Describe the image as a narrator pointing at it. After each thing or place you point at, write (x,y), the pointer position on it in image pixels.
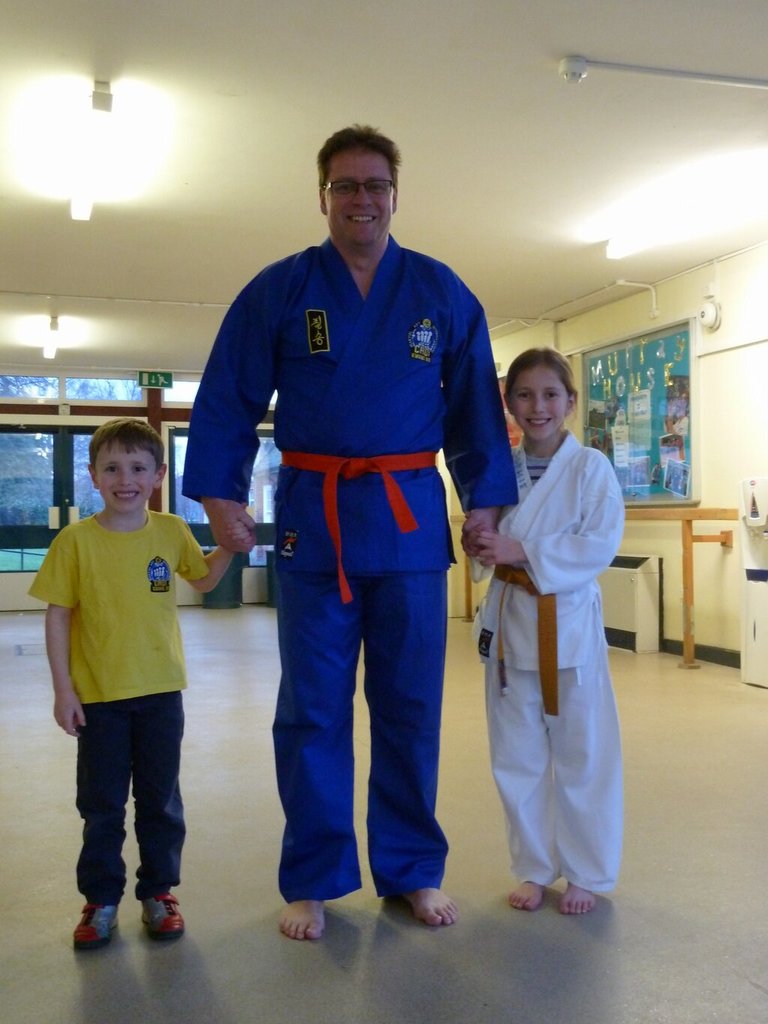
In this image, we can see a man (367,682) and two kids (113,613) standing on the floor (68,901), in the background (730,480), we can see the walls (730,480) and windows (18,486), we can see the lights (78,146) at the top (97,146).
